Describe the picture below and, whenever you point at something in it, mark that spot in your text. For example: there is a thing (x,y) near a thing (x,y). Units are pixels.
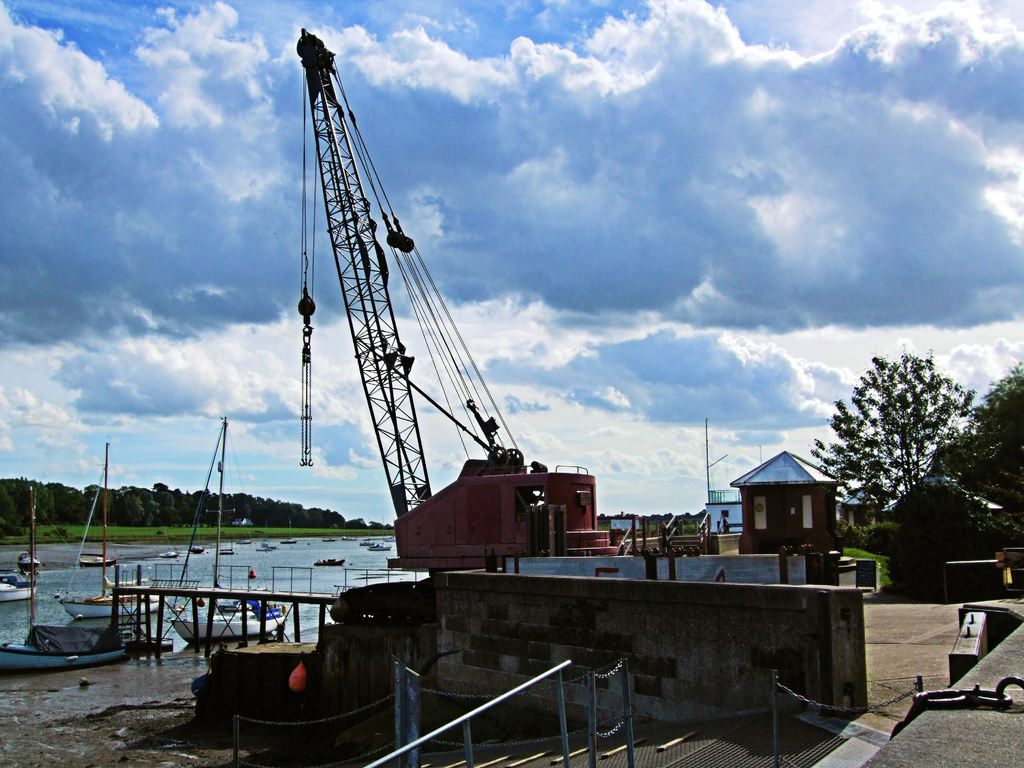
In this image we can see one crane (481,549). To the right side of the image (955,455) some trees (1004,494) are present. To the left side of the image (234,568) one lake (292,553) is there and boats (84,606) are present on the surface of the water (261,555), behind it trees (160,495) are there. The sky (755,202) is full of cloud (641,226). Bottom of the image (834,739) one path way (711,741) is there.
